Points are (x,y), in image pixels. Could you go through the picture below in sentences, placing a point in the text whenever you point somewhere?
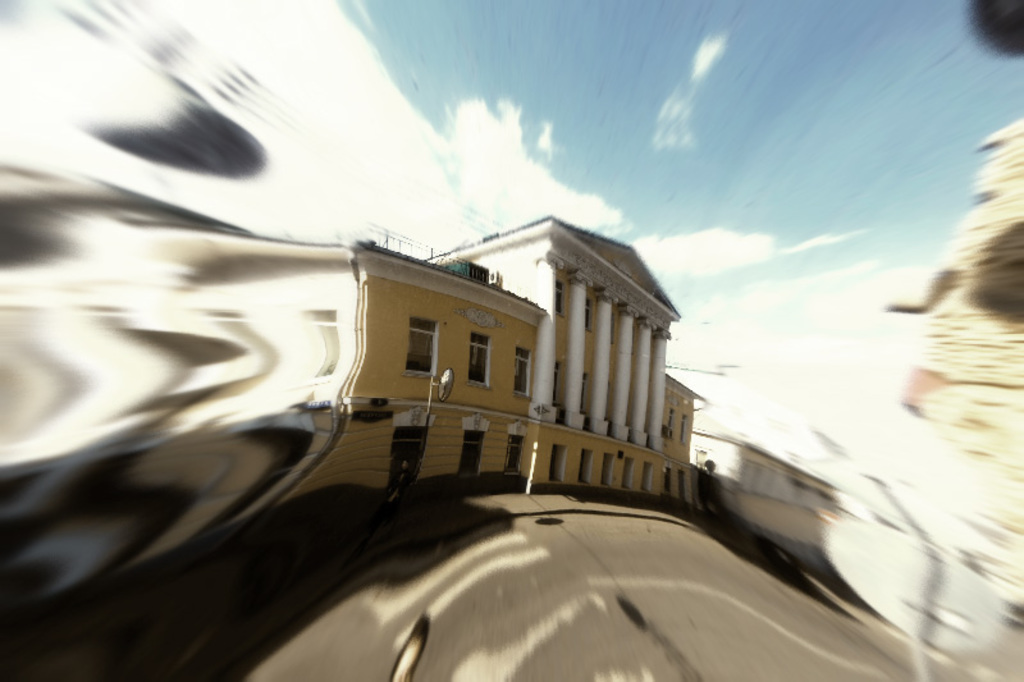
In this image we can see an edited picture. In the center of the image (668,410) we can see a building (589,393) with windows (426,357) and pillars (570,399) and a mirror (447,384) on a pole (422,468). At the top of the image (656,118) we can see the sky (665,151).
